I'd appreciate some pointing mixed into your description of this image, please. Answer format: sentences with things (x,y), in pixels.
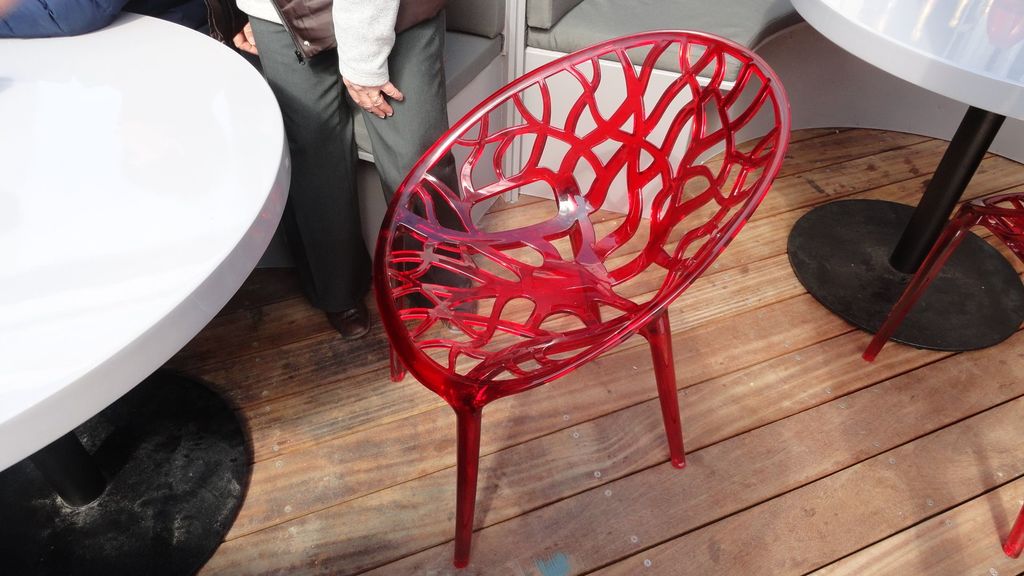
In the image there are chairs (542,252) and table (57,293) on the wooden floor (492,479) with two persons (311,41) standing in the back (343,38).
